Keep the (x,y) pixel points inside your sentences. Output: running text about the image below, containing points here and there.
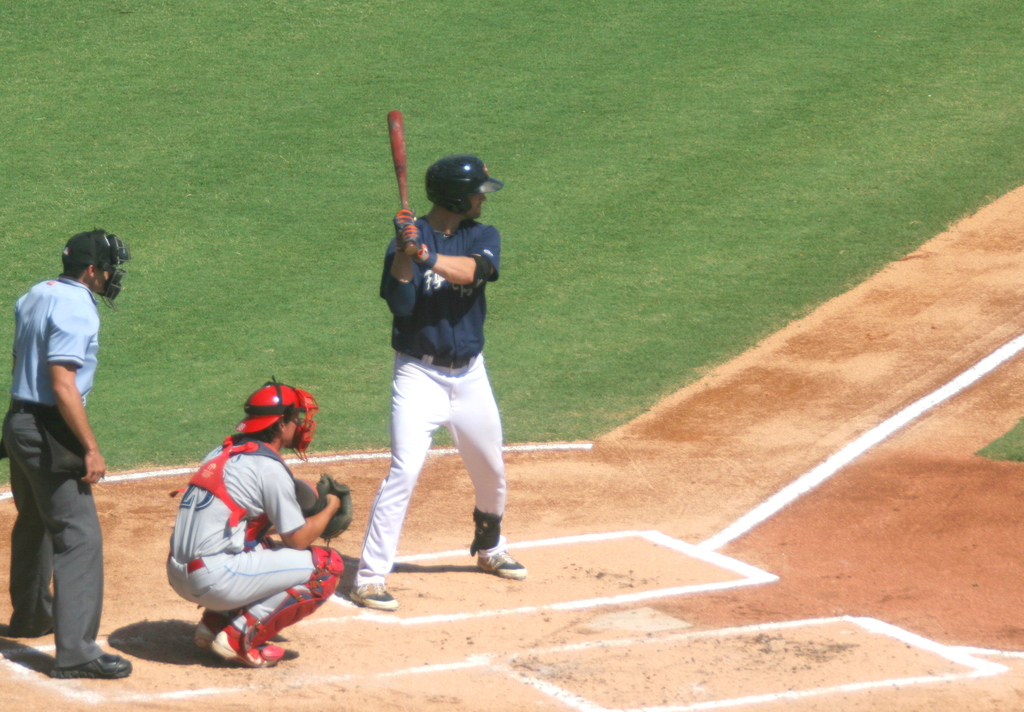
In this image I can see ground (146,571) and on it I can see few people (405,418). I can also see all of them are wearing helmets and two of them (285,497) are wearing gloves (396,236). Here I can see he is wearing wrist band (433,260) and I can see he is holding red color bat (403,181). I can also see white color lines (554,445) on ground (605,550).
